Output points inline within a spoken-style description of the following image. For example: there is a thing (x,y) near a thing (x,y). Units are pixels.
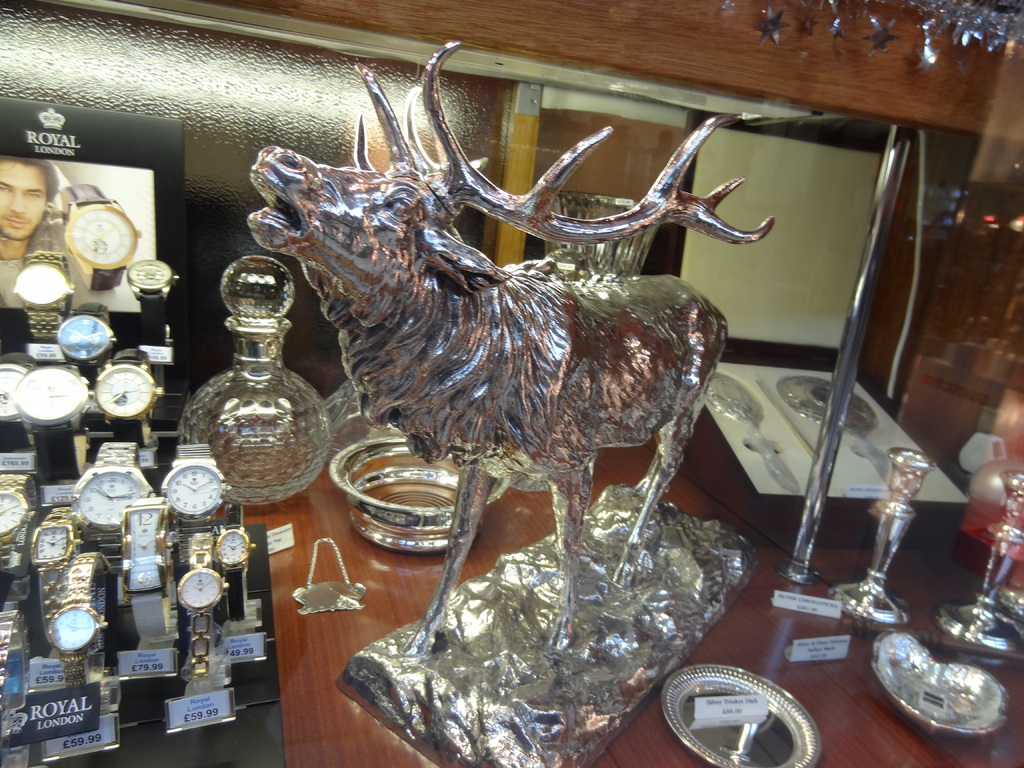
In this image we can see many wrist watches (125,499). There are many objects (170,620) on the wooden surface (291,591). There is a metal sculpture (703,572) of an animal (559,642) in the image.
